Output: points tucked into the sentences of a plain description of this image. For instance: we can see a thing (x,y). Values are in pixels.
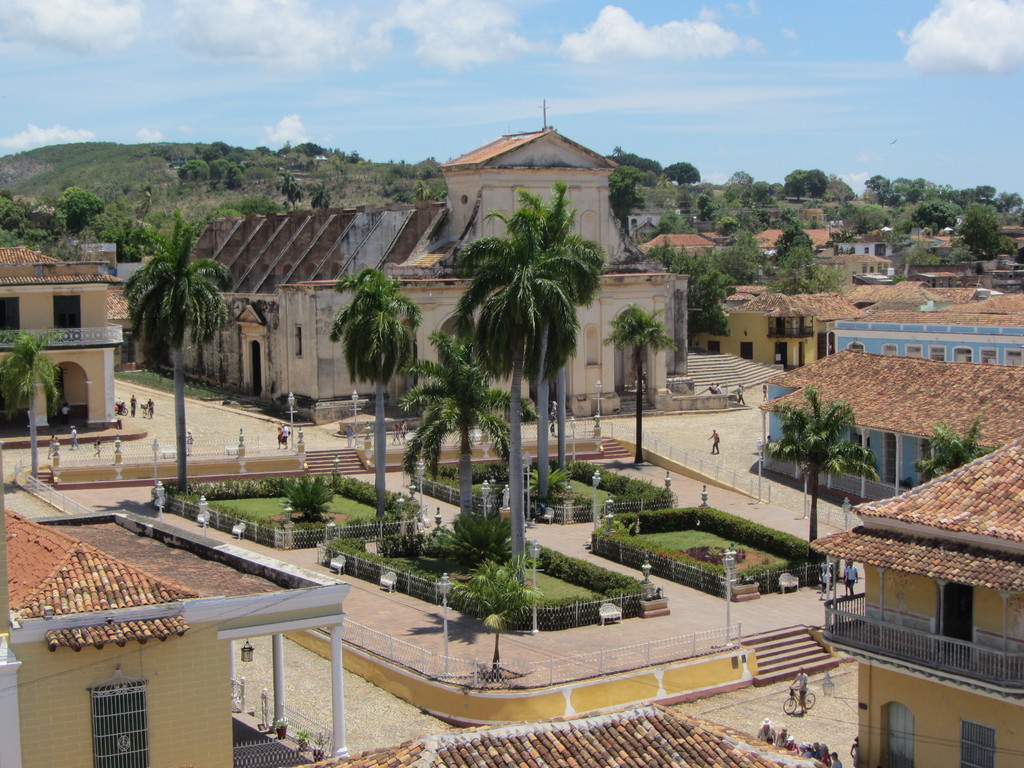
In this we can see buildings (649,308), trees (565,284), some persons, bushes (595,570), electric light poles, bench (618,615), stairs (794,650), bicycle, road (750,388), roof (604,718), poles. At the top of the image (724,40) we can see clouds (728,28) are present in the sky (737,85). At the bottom of the image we can see plants (317,741), pots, lamp (251,651) and some persons (782,744), door (889,723), windows (989,744), railing (888,649).
